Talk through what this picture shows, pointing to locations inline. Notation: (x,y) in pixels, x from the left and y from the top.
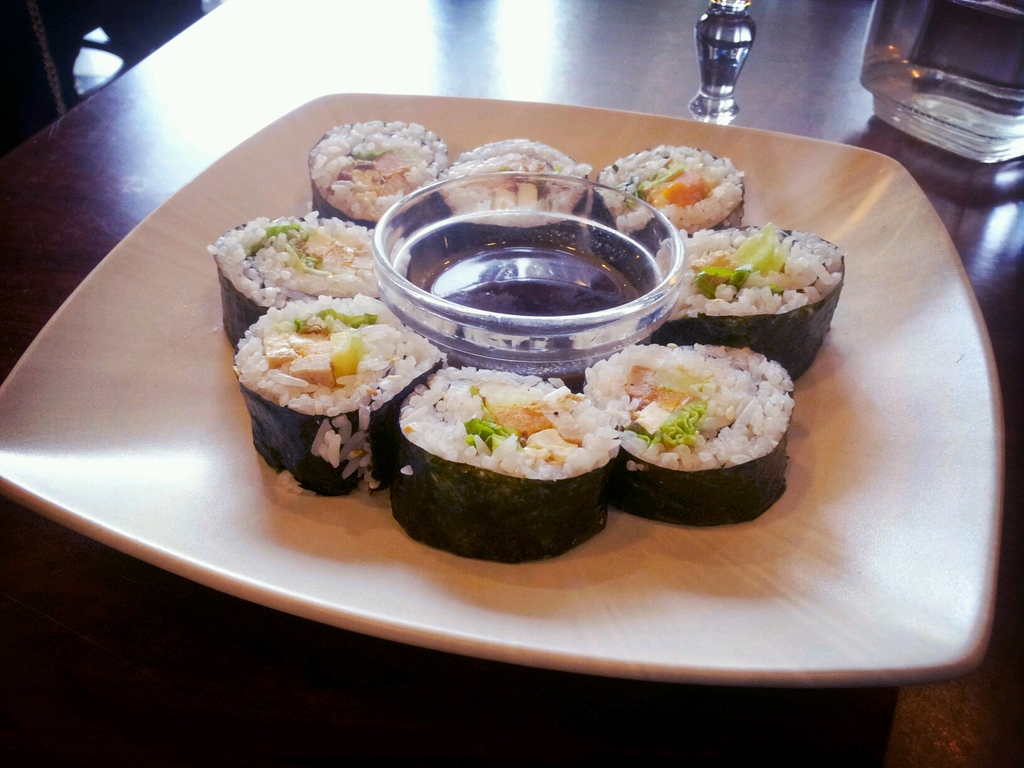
In this image, we can see a table (662,94). In the middle of the image (641,403), we can see a plate (588,590), on that plate (386,514), we can see some sushi rolls (736,482) and a cup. On the right side of the table (969,264), we can also see a glass jar (990,144).
